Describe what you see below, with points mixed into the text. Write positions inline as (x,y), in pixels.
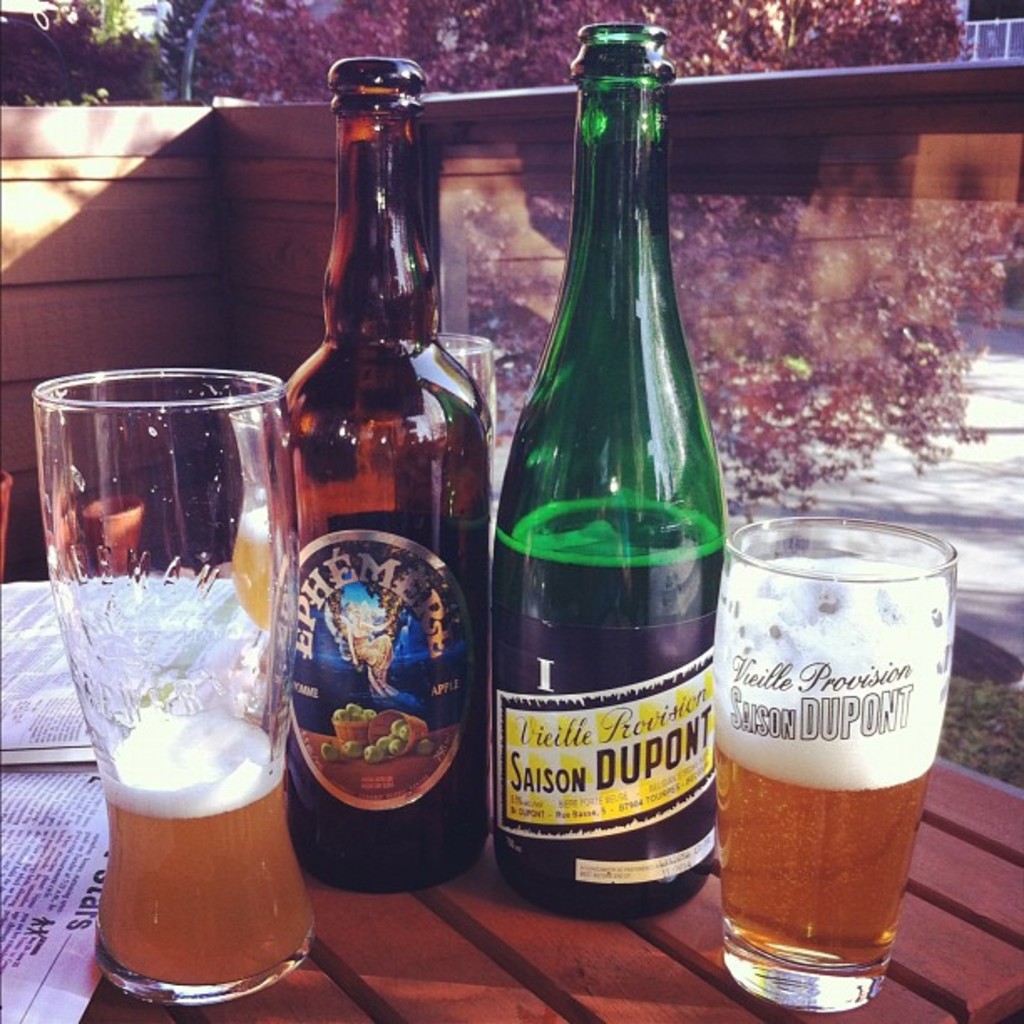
In this image I can see a table (458,985). On this table (481,913) two bottles (505,745), two glasses (191,809) and book (52,949) is placed. In the background (258,42) I can see some trees (369,30).
